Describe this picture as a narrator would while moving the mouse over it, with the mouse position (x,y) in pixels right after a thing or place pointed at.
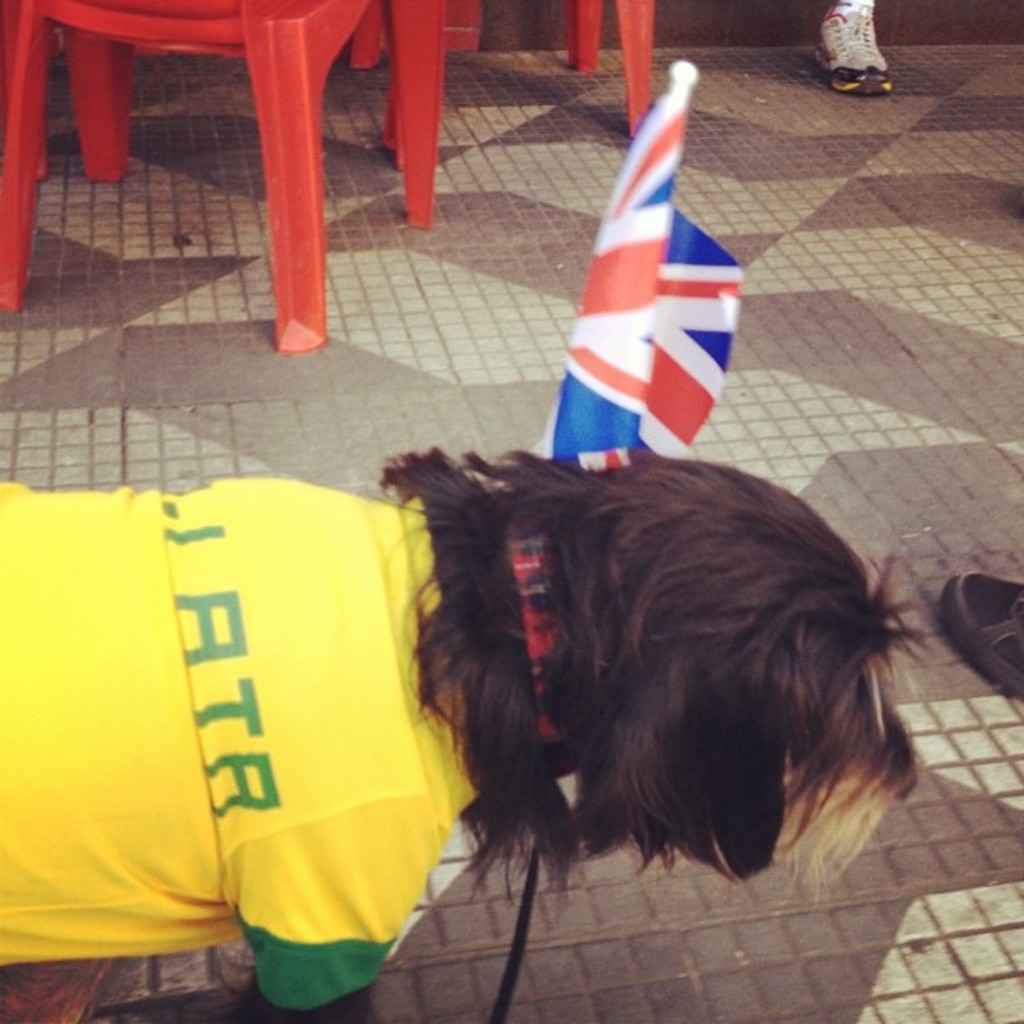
In this image there is a dog (529,525) with a shirt (224,560) and a flag (682,322), person shoes (866,20), chairs (159,13) on the path (172,455).
